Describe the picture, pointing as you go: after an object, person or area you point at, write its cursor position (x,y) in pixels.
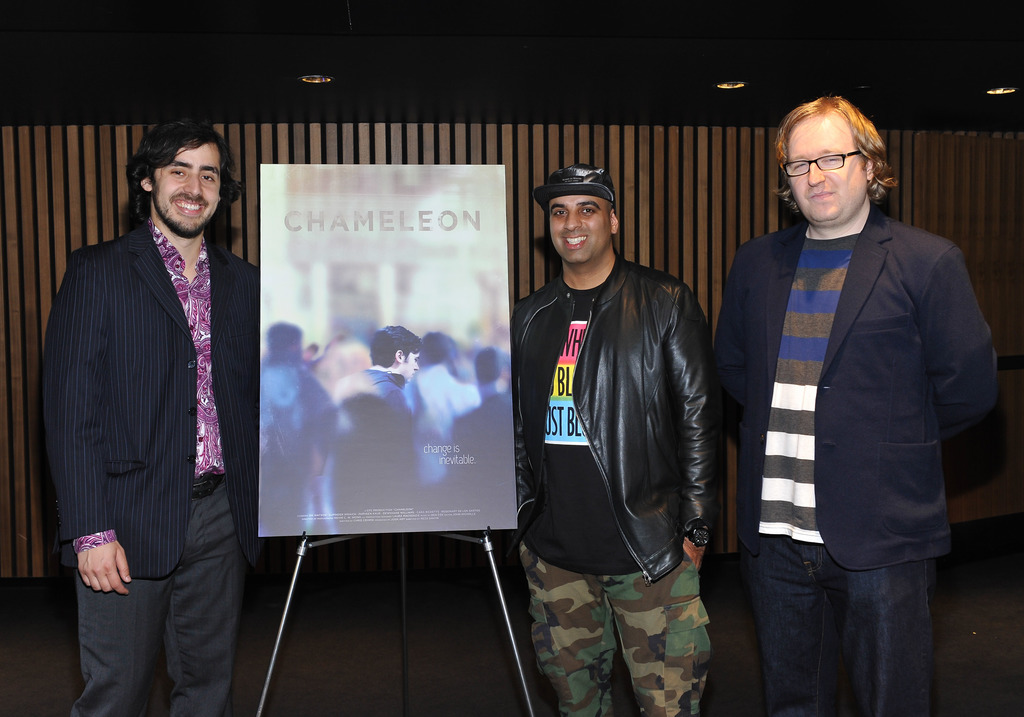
This picture is clicked inside. In the center (487,300) there is board (303,421) on which we can see the pictures (403,393) of persons (406,404) and the text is printed on the board (428,311) and the board (315,421) is placed on the stand (454,539) and we can see the three persons (674,339) smiling and standing on the ground (531,620). At the top (514,28) there is a roof (862,62) and the ceiling lights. In the background (38,167) we can see the wooden planks (661,162).
